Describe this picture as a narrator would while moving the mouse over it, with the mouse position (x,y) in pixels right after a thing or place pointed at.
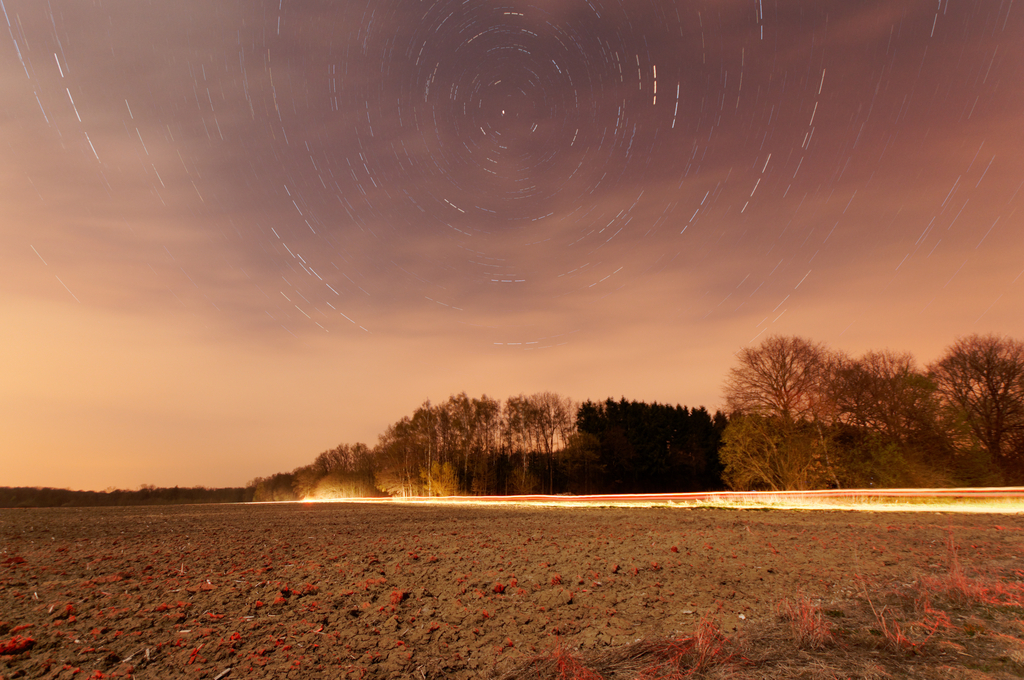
In this picture I can see trees (688,431) and few plants (835,639) and I can see a cloudy sky (420,268).
